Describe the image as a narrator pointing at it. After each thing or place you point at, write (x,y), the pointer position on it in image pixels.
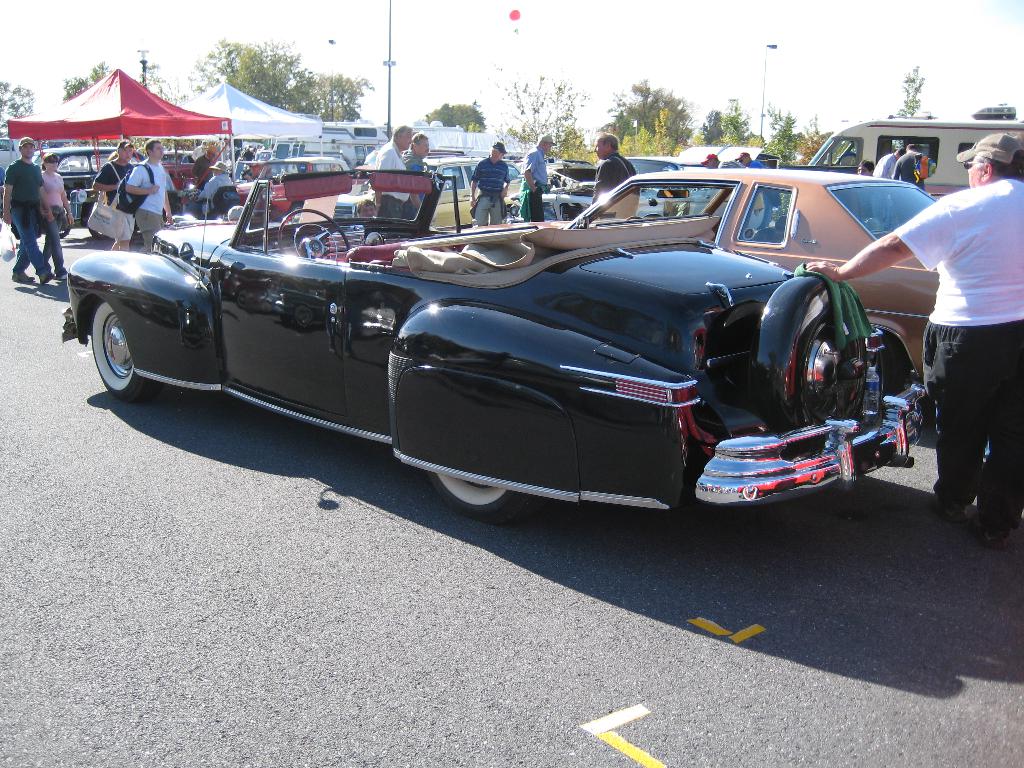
In this image there are vehicles (390,321) on the road (18,718). Left side (89,130) there are tents (157,110). There are people (28,168) walking on the road (914,526). Left side (24,181) there is a person (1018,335) standing. Background (261,70) there are trees (629,110). There are poles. Top of the image (400,80) there is sky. Left side (34,233) there is a person (21,236) holding the bag (7,240).
